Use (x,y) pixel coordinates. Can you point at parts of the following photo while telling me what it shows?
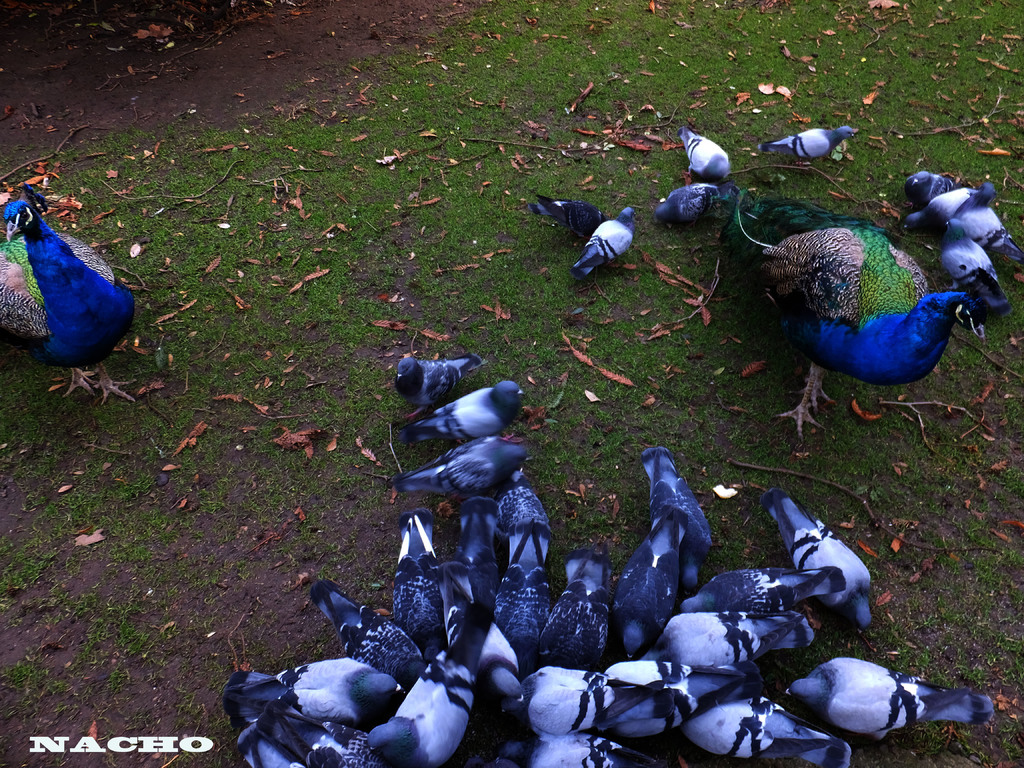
In the foreground of this picture (600,610), there are birds (631,628) and peacocks (887,326) on the grass (673,410). On the top (240,47), there is the ground (205,44).
